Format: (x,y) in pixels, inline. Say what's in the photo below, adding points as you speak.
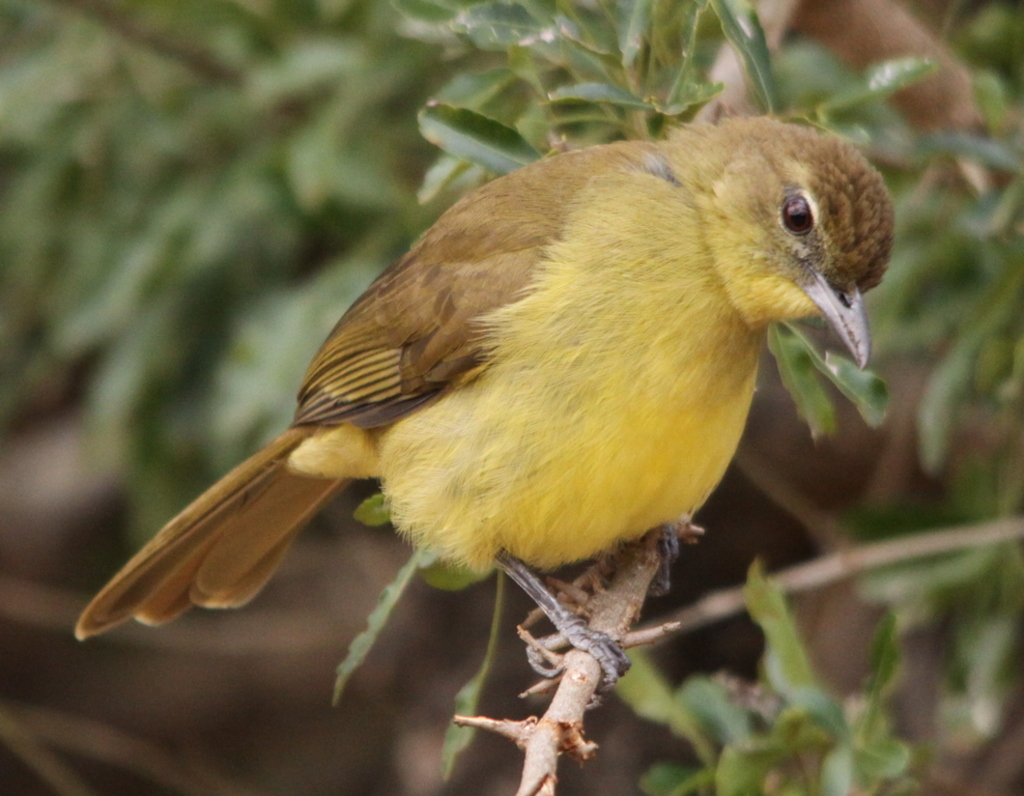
In this image I can see a bird (692,339) is sitting on the branch (593,610). It is in yellow, brown and black color. I can see green color leaves (608,50).
